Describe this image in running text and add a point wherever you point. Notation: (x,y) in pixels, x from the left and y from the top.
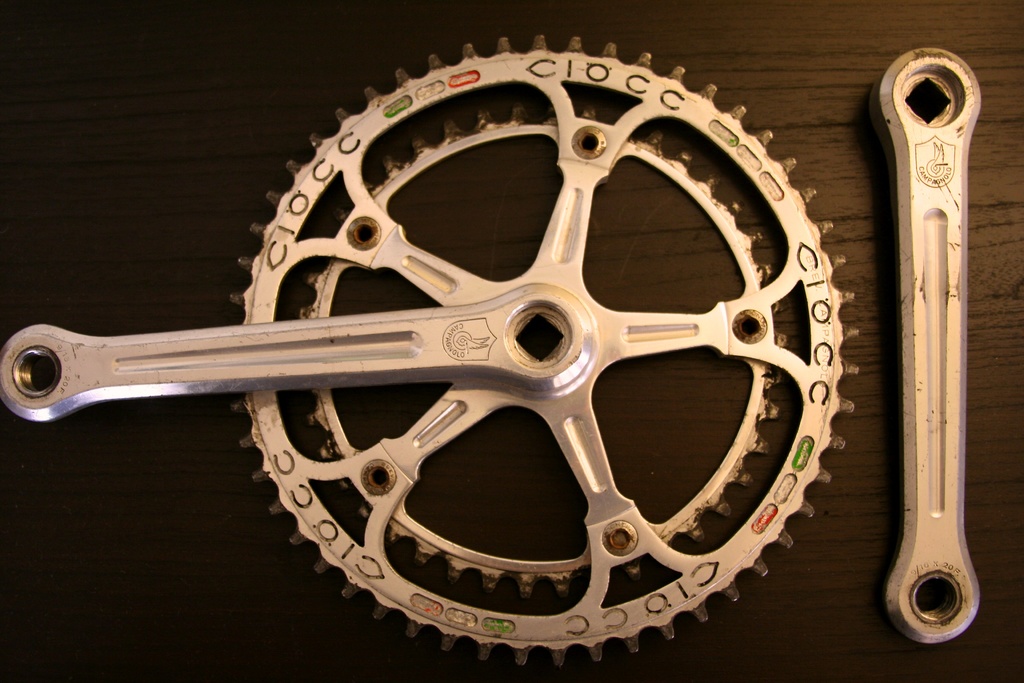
As we can see in the image there is bicycle crankset (480,324).
